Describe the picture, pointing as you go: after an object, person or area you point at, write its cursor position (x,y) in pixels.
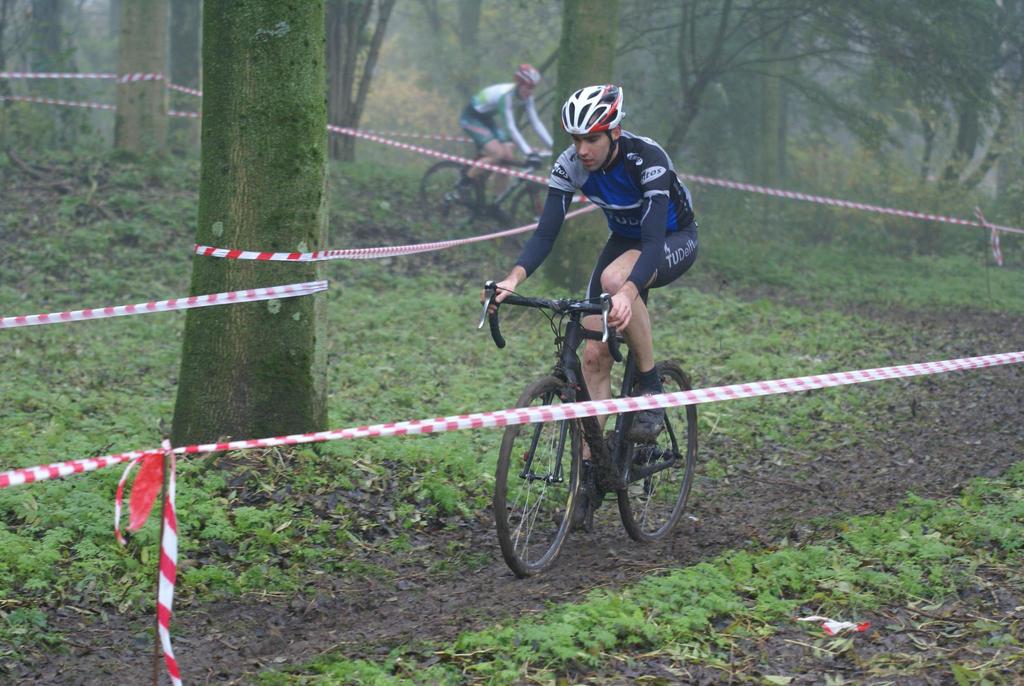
In this picture there are two persons (660,210) riding bicycles (568,308) and there is an object (366,251) which is in red and white color is around them and there are trees (688,27) in the background (662,22).
